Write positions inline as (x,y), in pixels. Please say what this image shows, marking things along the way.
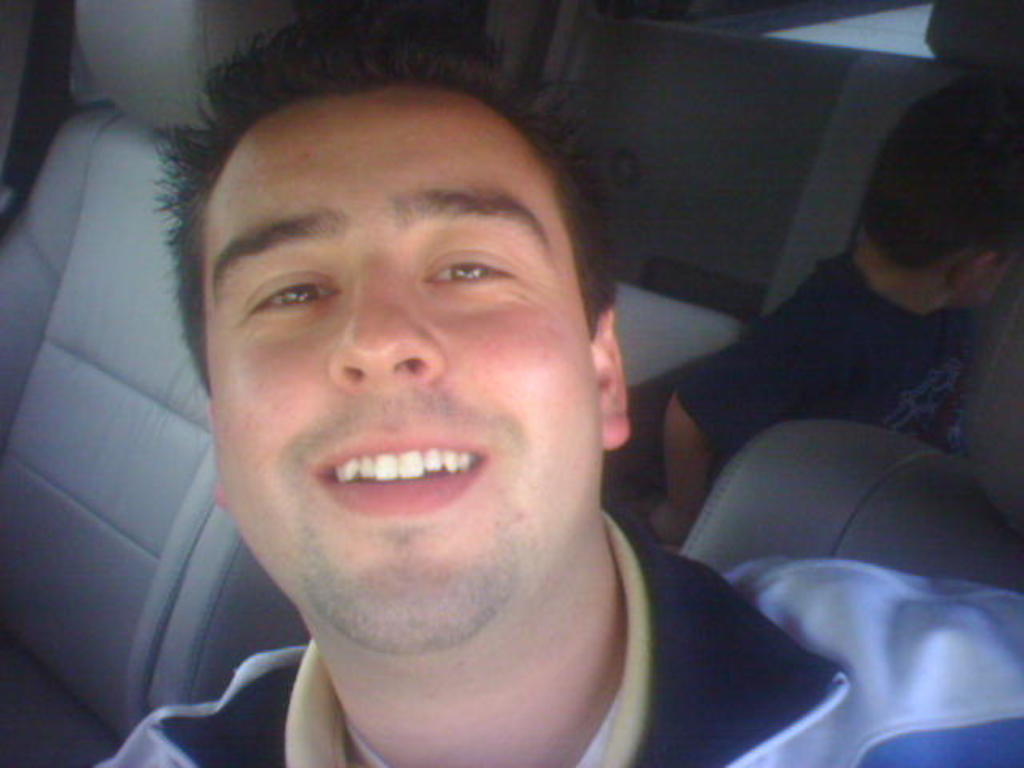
In this image, we can see a man (455,471) and a kid (888,386) in the vehicle (66,188).
